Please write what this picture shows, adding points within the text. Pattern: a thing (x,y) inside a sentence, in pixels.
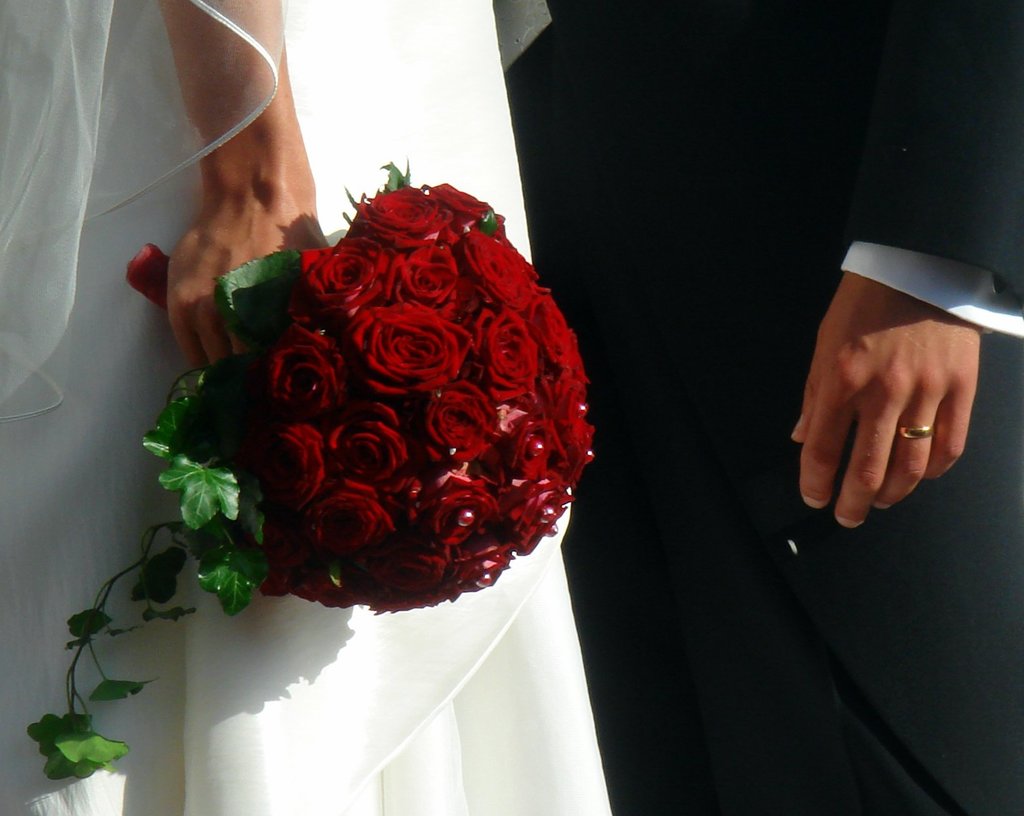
A couple (751,282) is standing. The person (326,15) at the left (192,177) is wearing a white gown (204,770) and veil (132,75) and holding a red rose bouquet (391,460). The person (759,209) at the right (690,49) is wearing a black suit (679,37).
